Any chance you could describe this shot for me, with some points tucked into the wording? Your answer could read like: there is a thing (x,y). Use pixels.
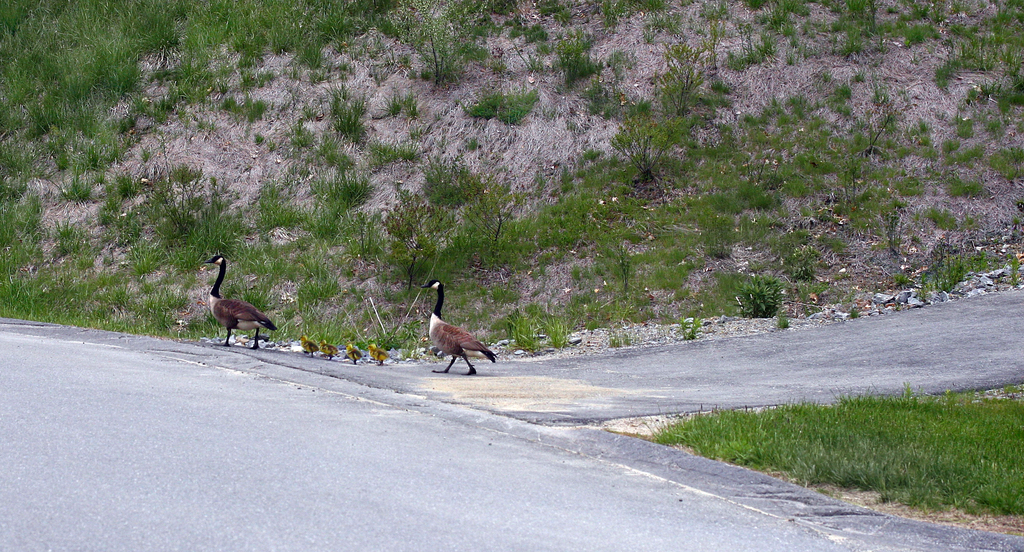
In this image we can see grass (633,180) on the land (786,446) and birds (257,343) on the road (367,409).
